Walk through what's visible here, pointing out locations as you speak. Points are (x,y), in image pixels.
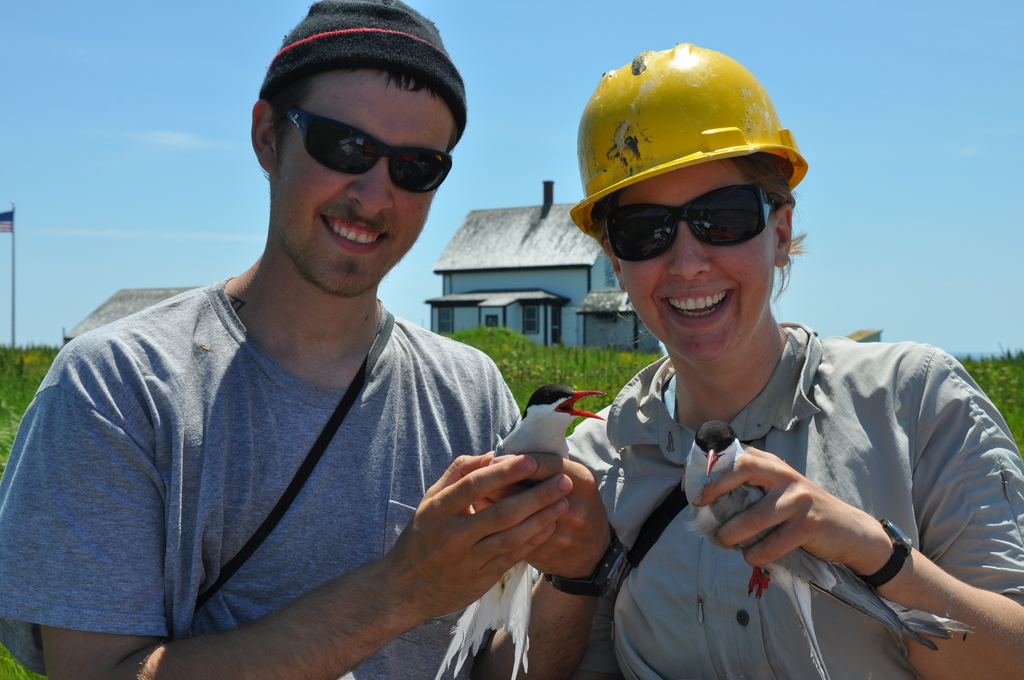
In this image, we can see a woman (710,572) and man (270,486) are holding birds (701,474) and smiling. In the background (614,370), we can see plants (1012,416), houses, pole (13,276) with flag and the sky (21,257).
